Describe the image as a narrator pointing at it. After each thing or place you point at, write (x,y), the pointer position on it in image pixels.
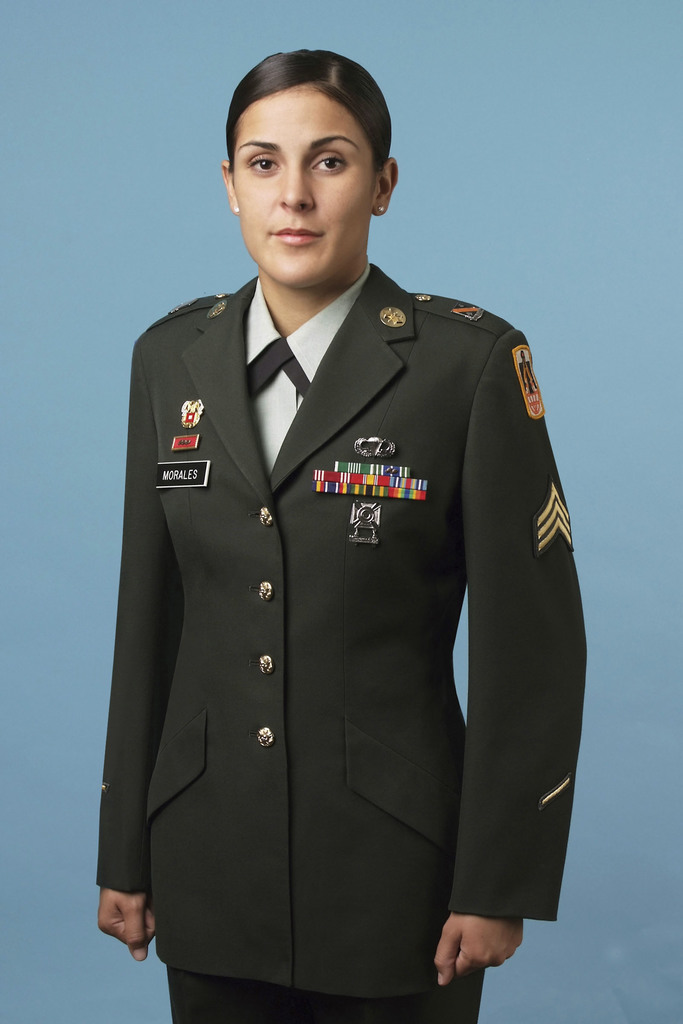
This picture consists of an army female officer (252,202), who is standing in the center of the image (417,423).
